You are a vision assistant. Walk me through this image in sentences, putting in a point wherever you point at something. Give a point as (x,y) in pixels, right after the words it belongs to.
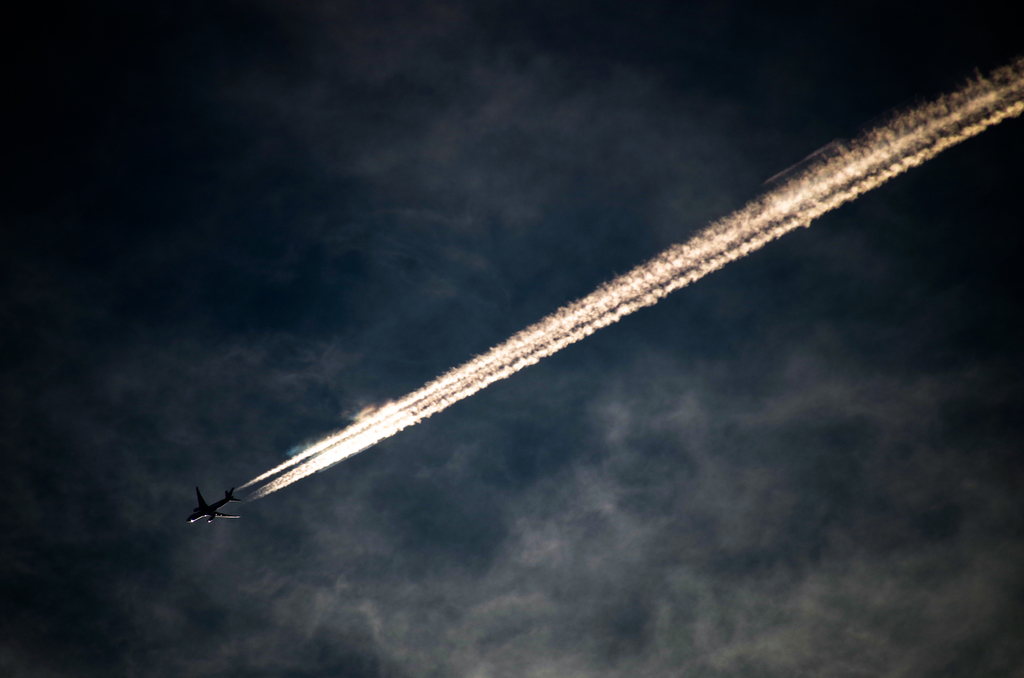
In this image there is a flight (202,500) flying. There is smoke (406,417). In the background (548,310) there is sky (541,406) with clouds (792,427).
